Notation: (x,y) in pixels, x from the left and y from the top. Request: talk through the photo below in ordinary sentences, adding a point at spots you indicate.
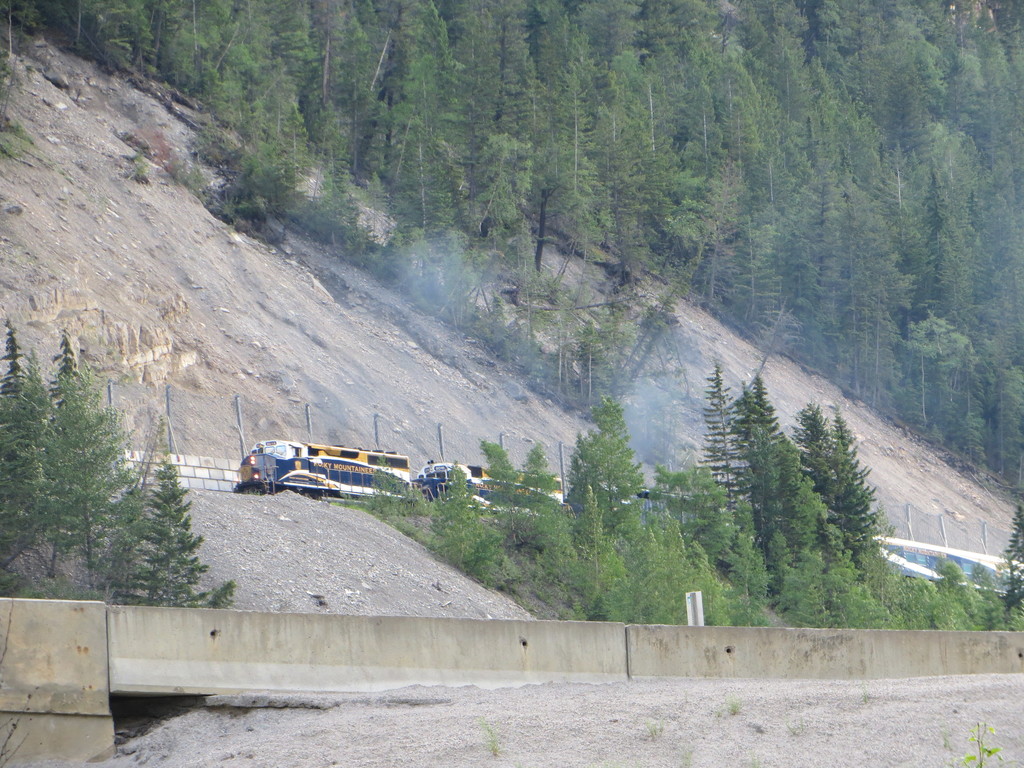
In this image, we can see trees (1015,133), walls (63,700), poles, board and hills (89,128). Here it looks like a train (256,470).
